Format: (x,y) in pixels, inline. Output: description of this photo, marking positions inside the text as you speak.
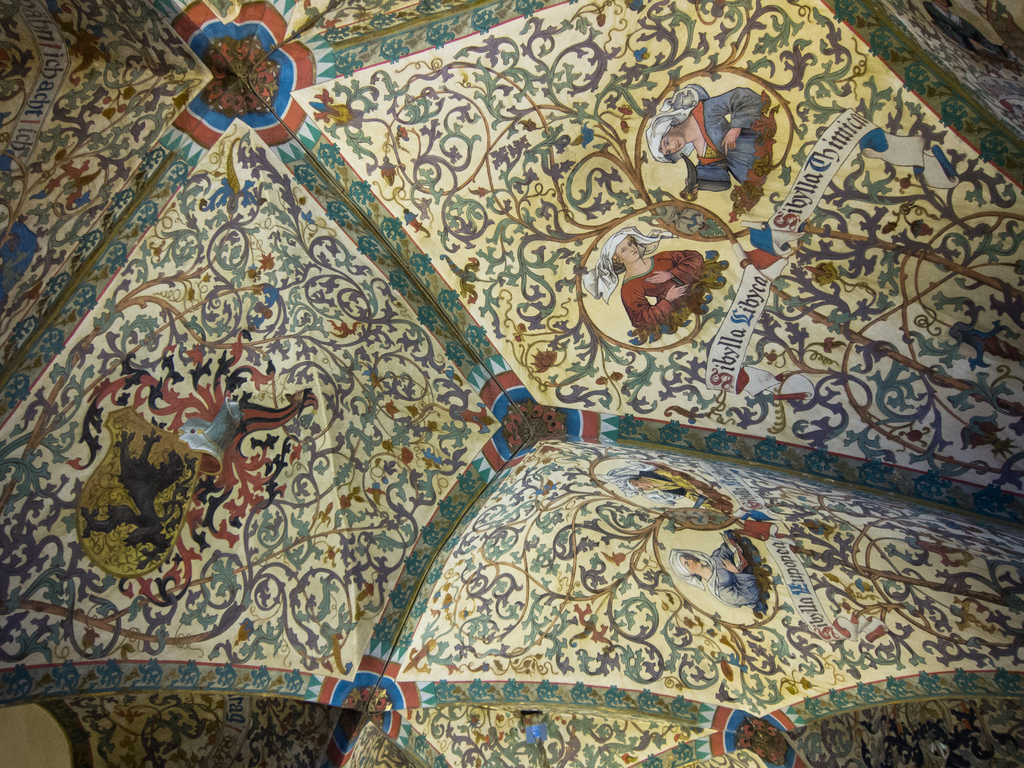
In this image, I can see a design (414,428), pictures (722,173) of people (716,184) and letters (838,150) on an object (343,429).
